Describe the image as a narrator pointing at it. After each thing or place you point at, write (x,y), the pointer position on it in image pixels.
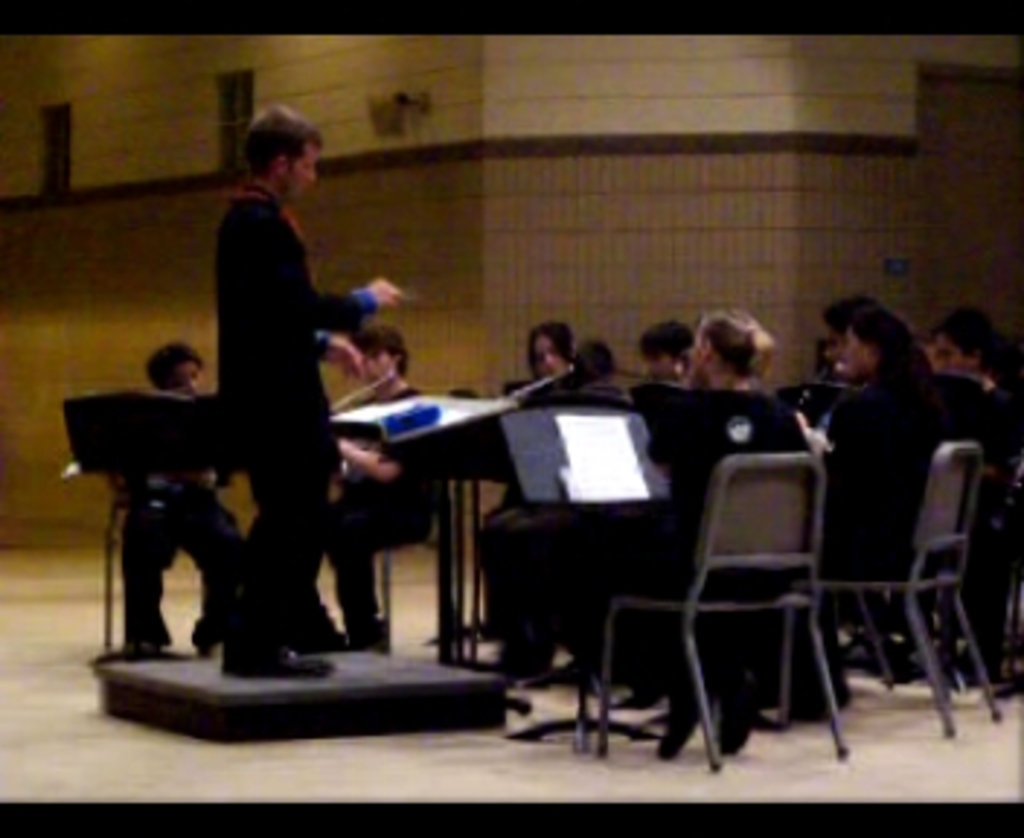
In this picture I can see there is a man (302,381) standing, on the dais (355,689) and there are few people (688,406) sitting in the chairs (739,460) and in the backdrop (468,181) there is a wall (411,160).
